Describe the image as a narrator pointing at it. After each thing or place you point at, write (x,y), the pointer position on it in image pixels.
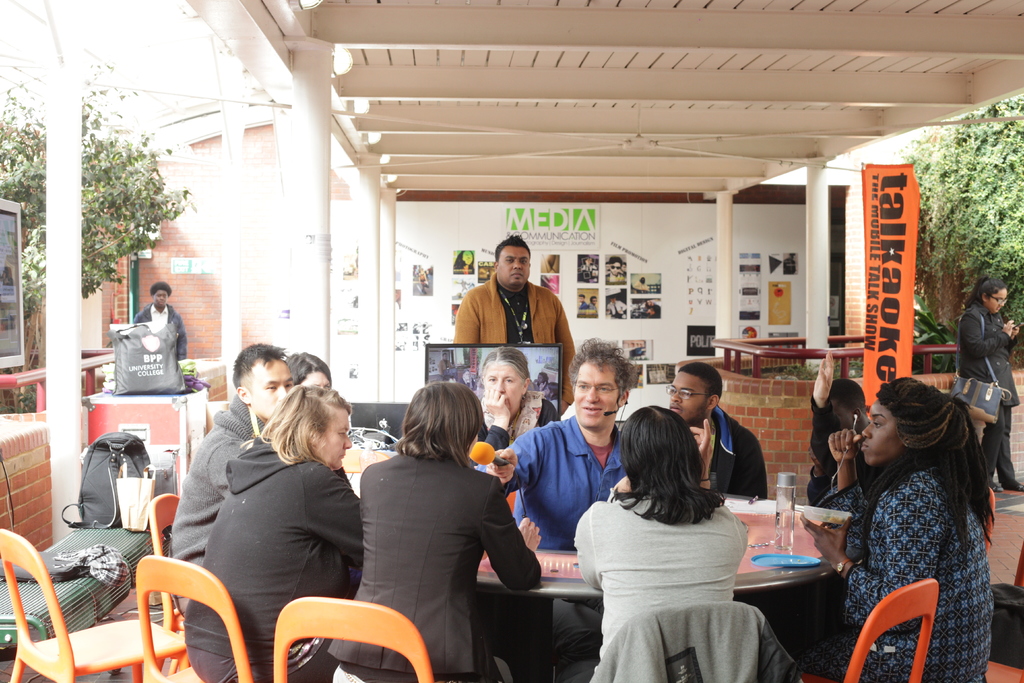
In this picture we can see a group of people (402,535) where some are sitting on chair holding mic (496,456) in their hand (512,454) and talking and in background (412,294) we can see pillar (315,197), wall (477,231) with posters (622,265), banner (873,194), tree (944,192), some persons (520,320) standing, bags (140,495), scarf (99,548) on table (50,621).
